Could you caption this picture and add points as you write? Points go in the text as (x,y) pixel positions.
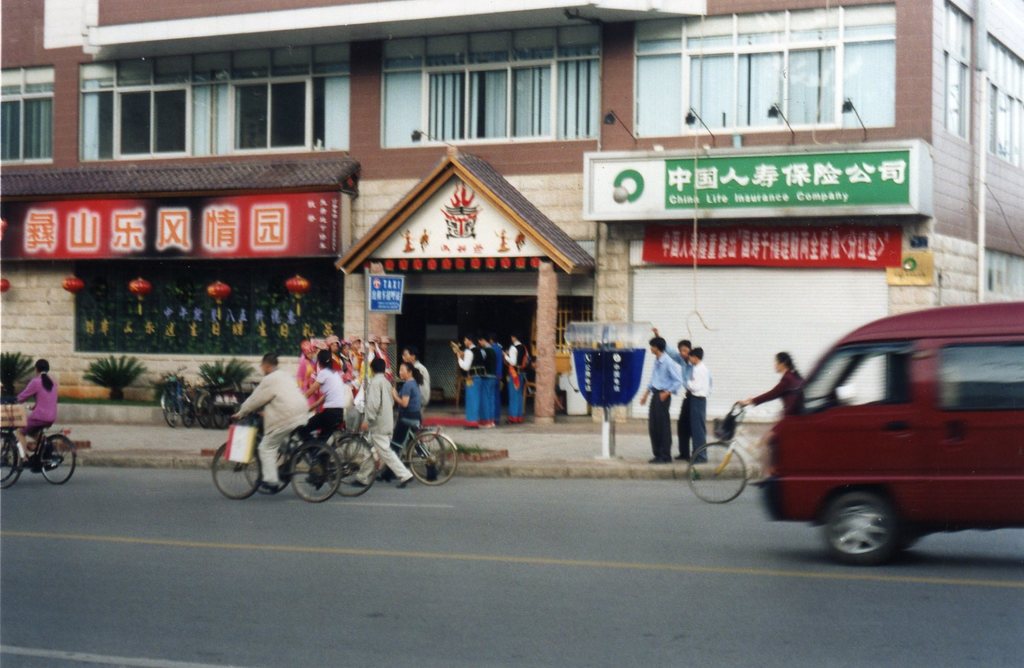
In this image I can see the road (430,587). On the road (471,547) I can see the vehicle (887,475) and few people (375,472) are riding their bicycles (336,457). To the side of the road (270,502) there is a meter board (592,389) and few more people (350,394) are standing and wearing the different color dresses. In the background (139,392) I can see the plants (121,383) and the building (338,146). There are many boards (332,245) can be seen to the building (562,256).
